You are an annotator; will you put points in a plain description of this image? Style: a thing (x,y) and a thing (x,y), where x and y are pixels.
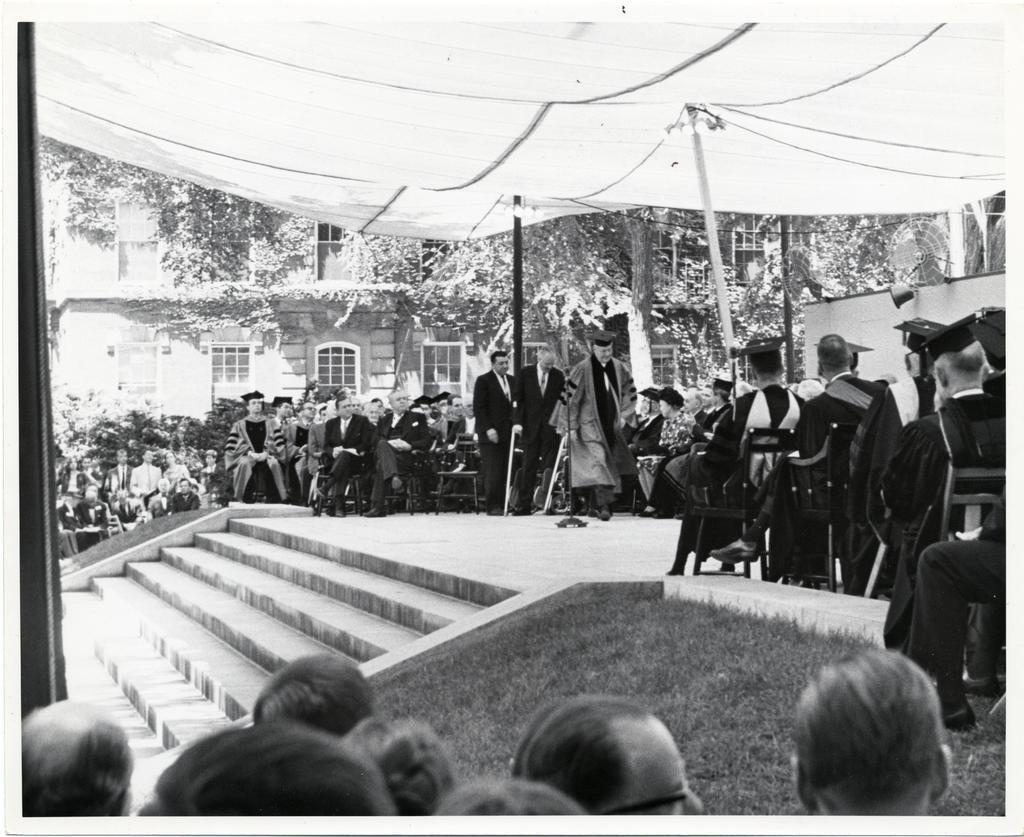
This is a black and white image. At the bottom of the image (351,760) there are heads (918,691) of persons (645,772). In front of them there's grass (696,747) on the ground (948,788). And also there are steps (169,739). On the stage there are many people (658,440) sitting on the chairs (736,516) and also there are three persons (535,412) standing. Behind them there is tree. In the background (145,455) there are many people (83,473) sitting on the chairs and also there is a building (206,395) with walls (296,308) and windows (213,358). And also there are plants (233,312).
